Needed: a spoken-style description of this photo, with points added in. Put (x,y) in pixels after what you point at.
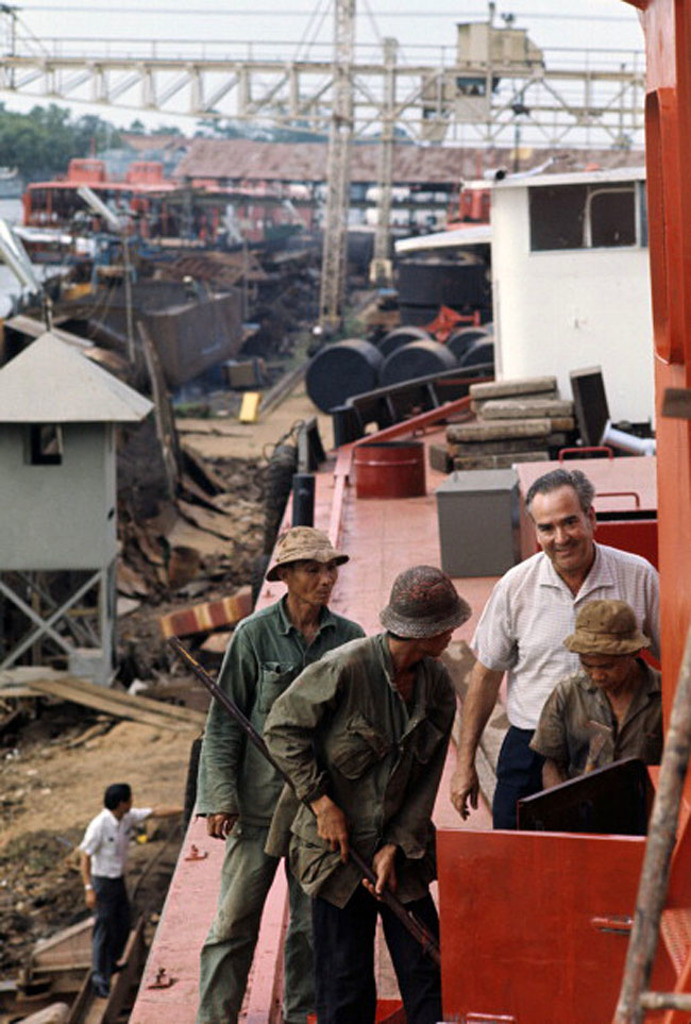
In the center of the image (439,671) we can see four people (575,652) are standing and they are in different costumes (522,717). Among them, we can see one person (597,585) is smiling, three persons (589,613) are wearing hats (586,621) and two persons (585,712) are holding some objects (605,733). On the right side of the image (677,510), we can see a few objects (658,911). In the background (341,66), we can see the sky (162,119), trees (171,135), pole type structures (341,66), one person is standing and a few other objects (635,285).
